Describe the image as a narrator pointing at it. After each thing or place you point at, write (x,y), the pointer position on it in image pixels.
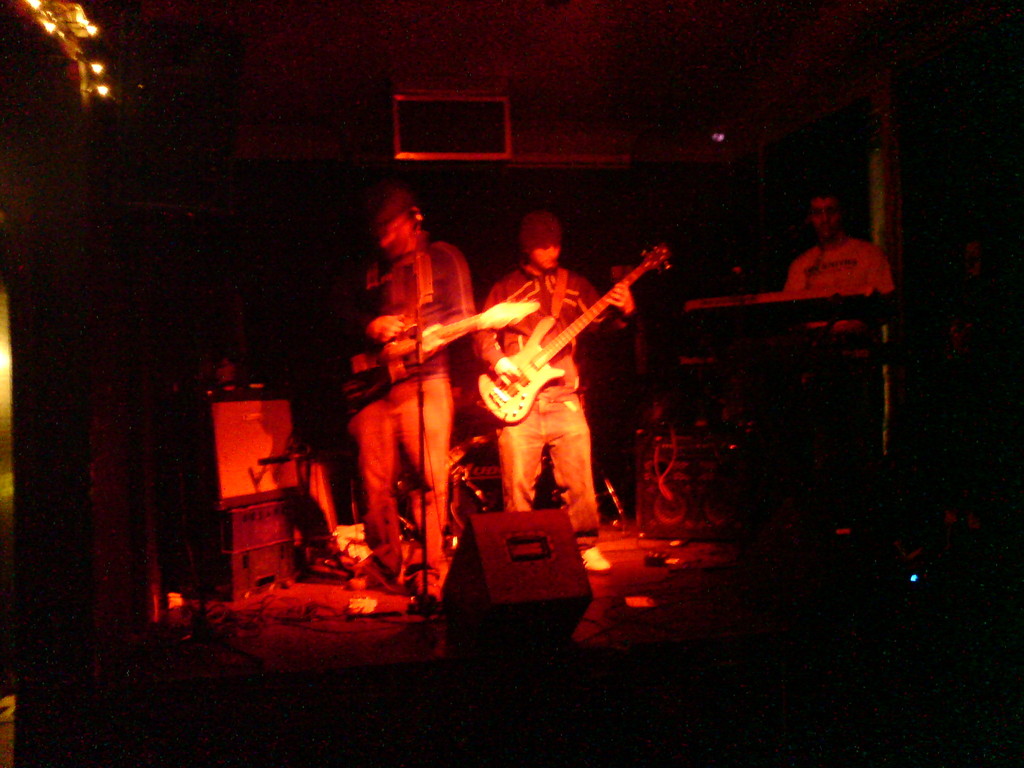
In this image we can see a few people (568,354) playing musical instruments (544,355) on the stage (600,595), there we can also few objects (532,561) on the stage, there we can also lights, lighting (512,370) on the person's (496,302), there we can also an object (477,148) hanging from the roof (534,141).
